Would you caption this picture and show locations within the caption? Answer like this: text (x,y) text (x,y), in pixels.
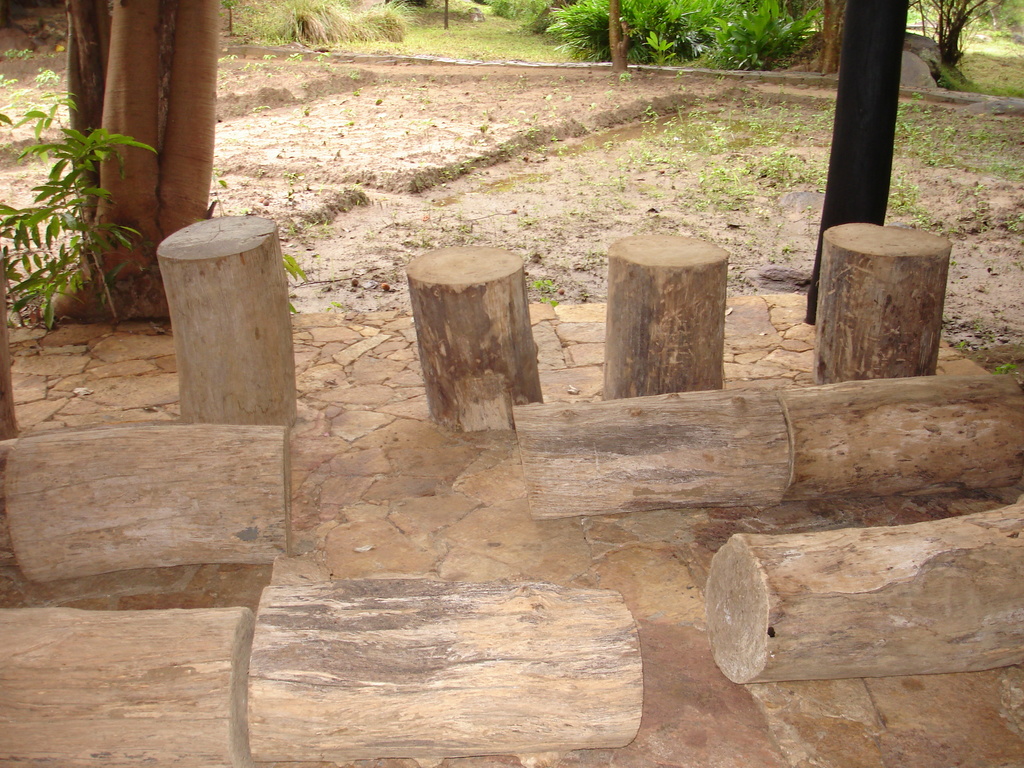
In this picture there are wooden logs (679,248) in the center of the image (461,328) and there are plants (406,35) at the top side of the image (760,15).
